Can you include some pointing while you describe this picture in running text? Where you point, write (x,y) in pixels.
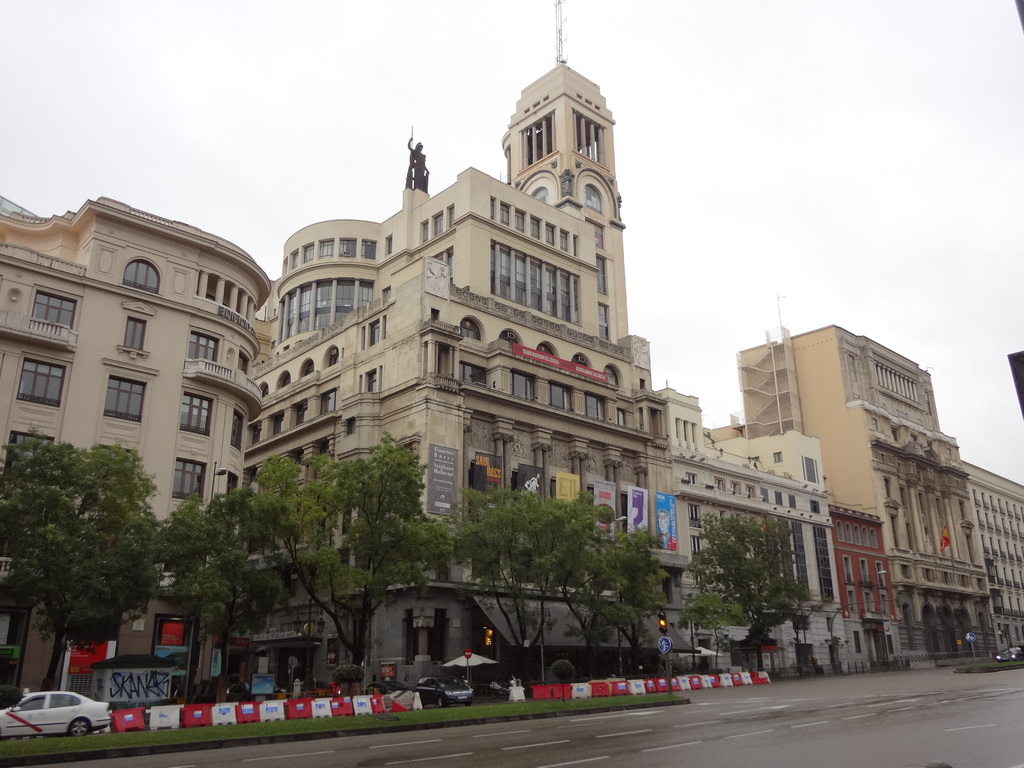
In this picture we can see the road (707,698), vehicles (70,729), umbrellas (709,655), trees (93,586), buildings (913,401) with windows (864,541), banners (635,513), traffic signal lights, statue (416,157) and some objects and in the background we can see the sky (854,153).
